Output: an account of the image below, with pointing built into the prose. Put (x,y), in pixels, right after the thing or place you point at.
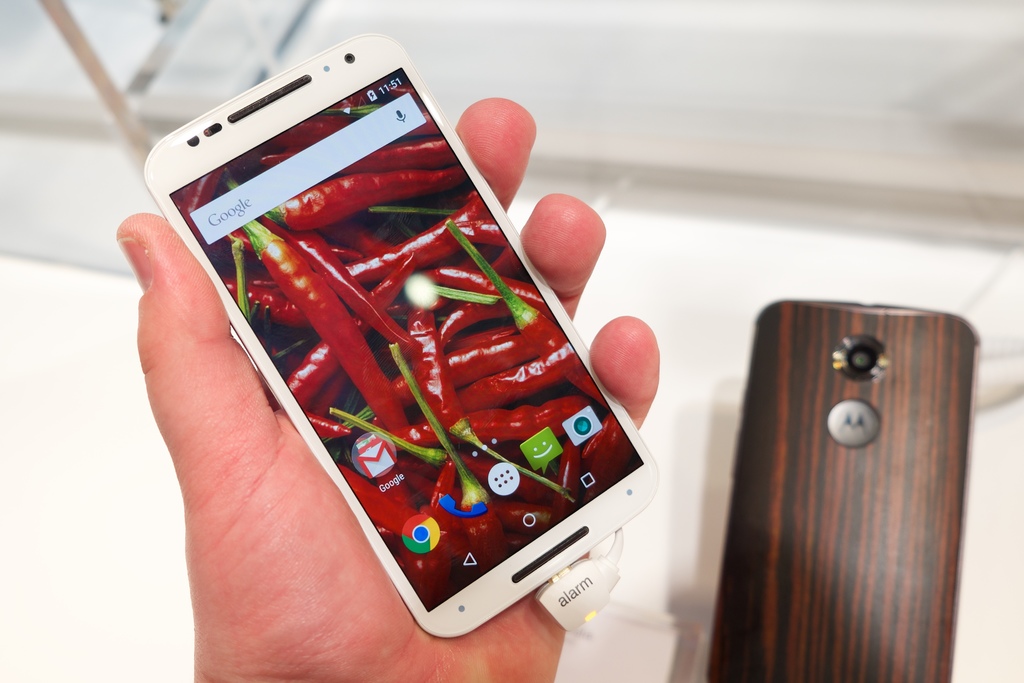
In this image I can a person hand (221,598) holding a mobile (520,395). Also there is another mobile (869,413) in the background (905,435).
